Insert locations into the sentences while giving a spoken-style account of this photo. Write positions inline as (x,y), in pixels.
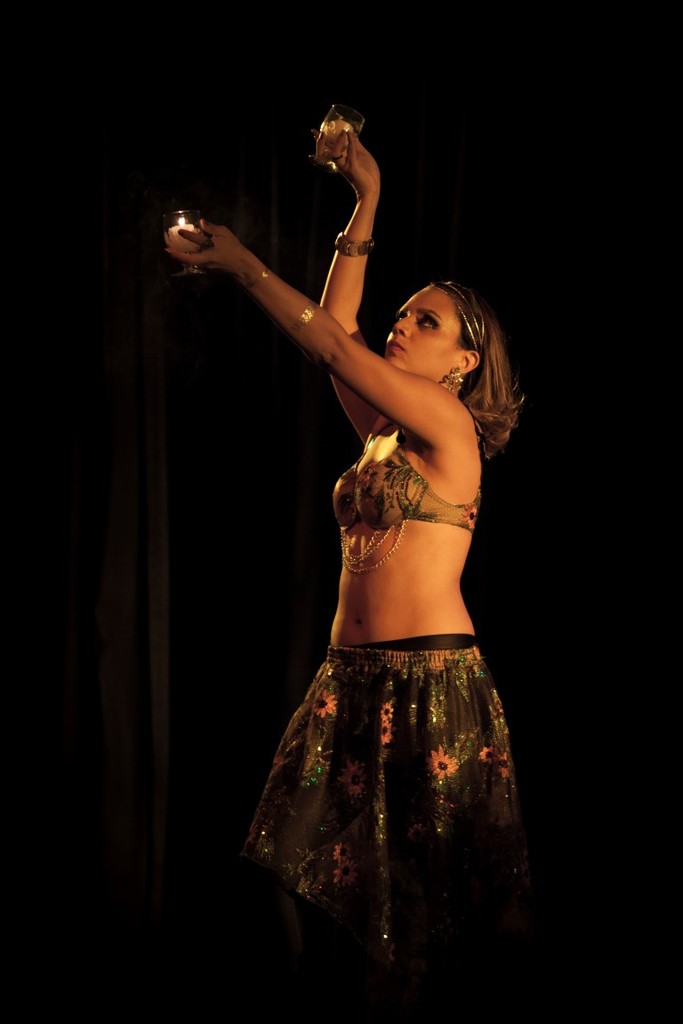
In this image, we can see a woman (476,437) standing and she is holding two glasses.
